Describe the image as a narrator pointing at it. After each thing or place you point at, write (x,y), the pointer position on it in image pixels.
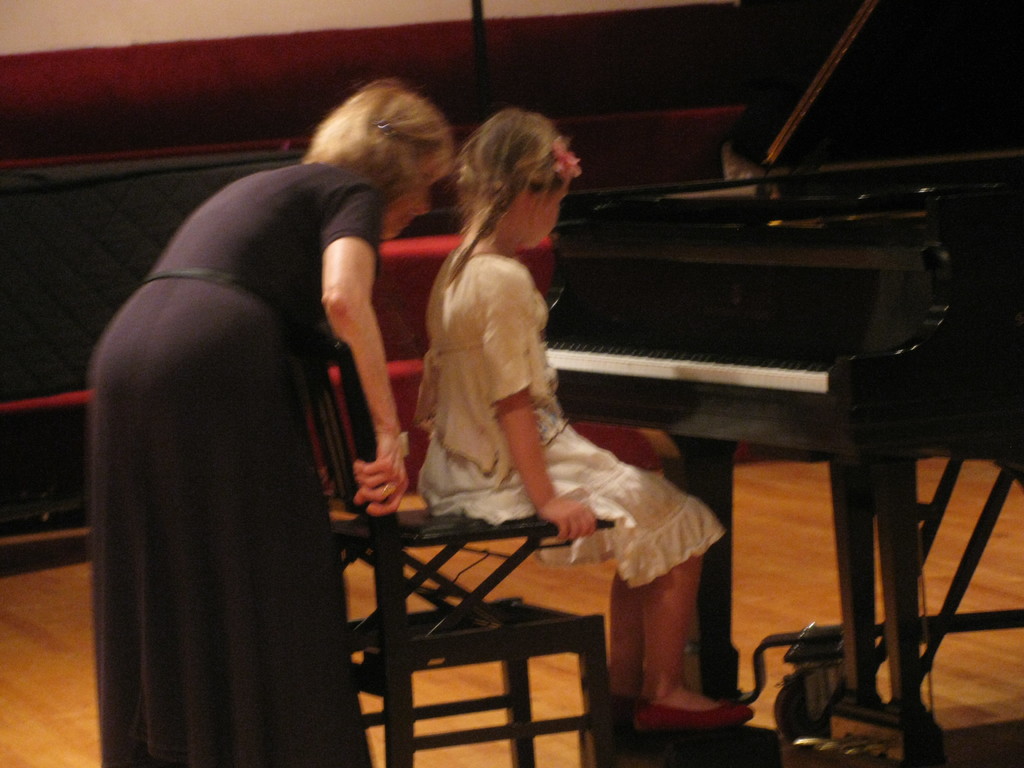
In this image there are two persons (405,193), one is standing and one is sitting. At the right side of the image (821,158) there is a piano (868,315).
